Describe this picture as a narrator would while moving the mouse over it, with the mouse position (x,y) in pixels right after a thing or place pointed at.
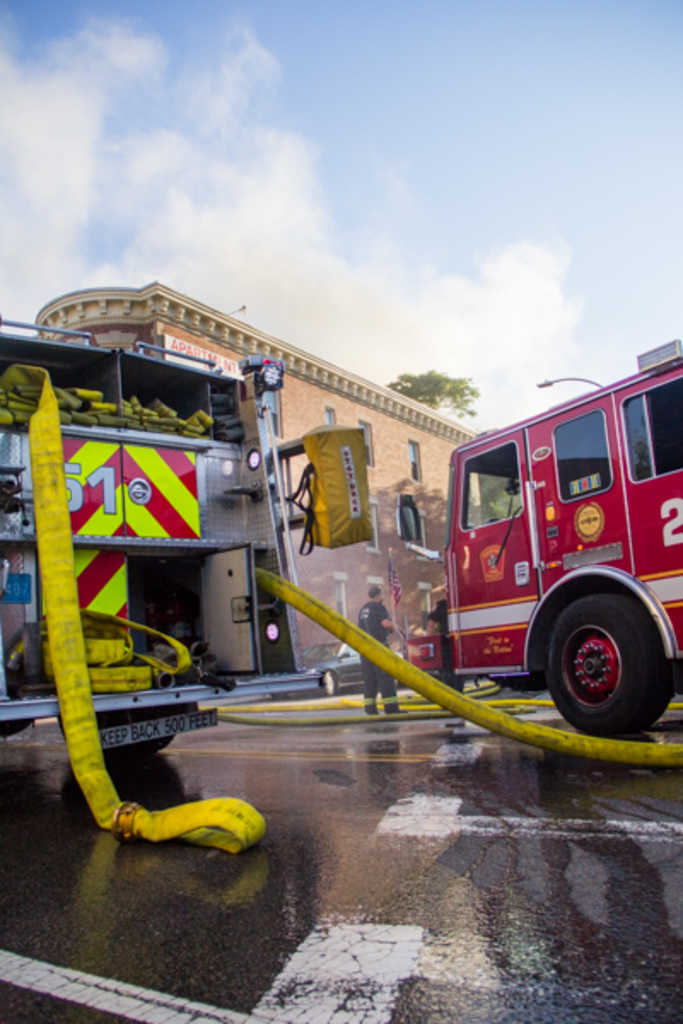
In this image I can see road (361,855) and on it I can see red colour fire truck (527,542) and one more vehicle (121,492) over here. I can also see white lines (365,962) on road (354,742) and in the background (365,570) I can see a building (367,587), a car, a tree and a person (384,626) is standing. I can also see clouds (534,295) and the sky (482,135).
